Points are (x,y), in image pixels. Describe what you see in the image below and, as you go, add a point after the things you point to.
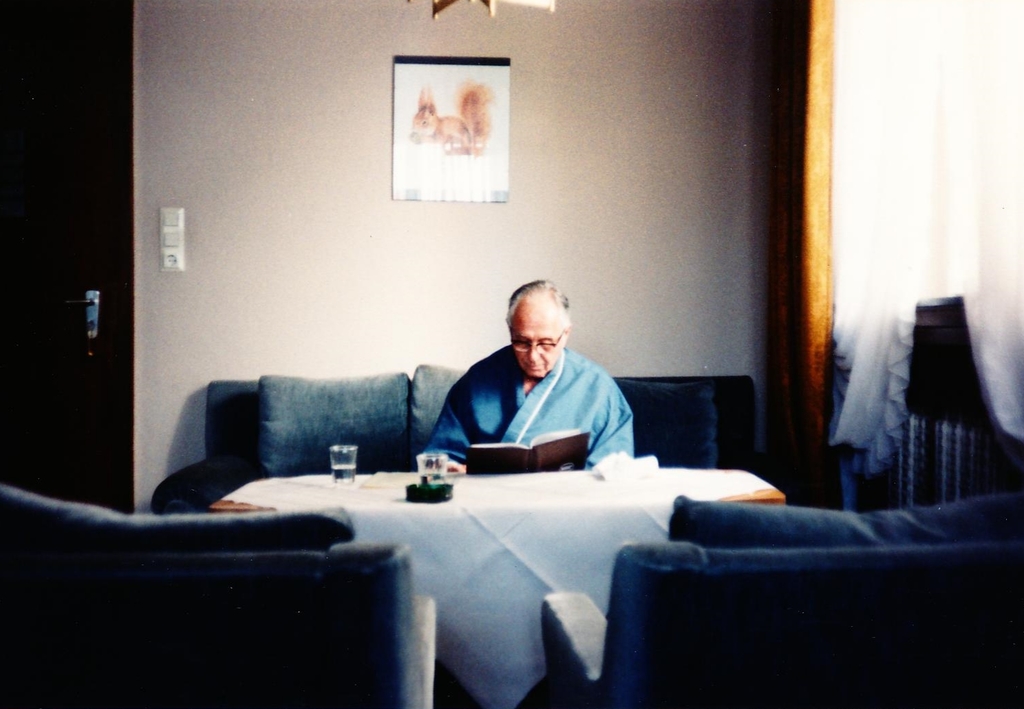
In this image I can see a person (532,431) sitting in front of the table (476,485). On the table (468,495) there is a glass (436,458). At the background (460,171) there is a paper (500,127) attached to the wall (638,126).
